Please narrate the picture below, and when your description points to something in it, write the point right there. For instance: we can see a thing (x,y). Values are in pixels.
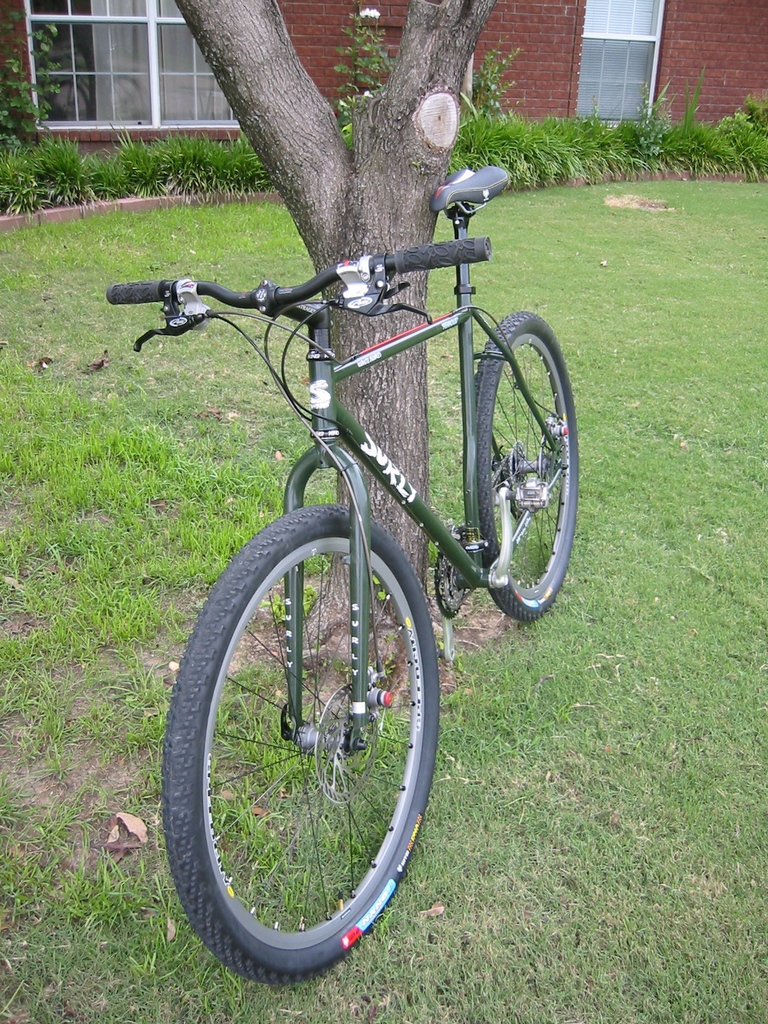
As we can see in the image there is grass (656,419), tree stem (427,212), bicycle (386,605) and in the background (602,65) there is a building (68,58).
